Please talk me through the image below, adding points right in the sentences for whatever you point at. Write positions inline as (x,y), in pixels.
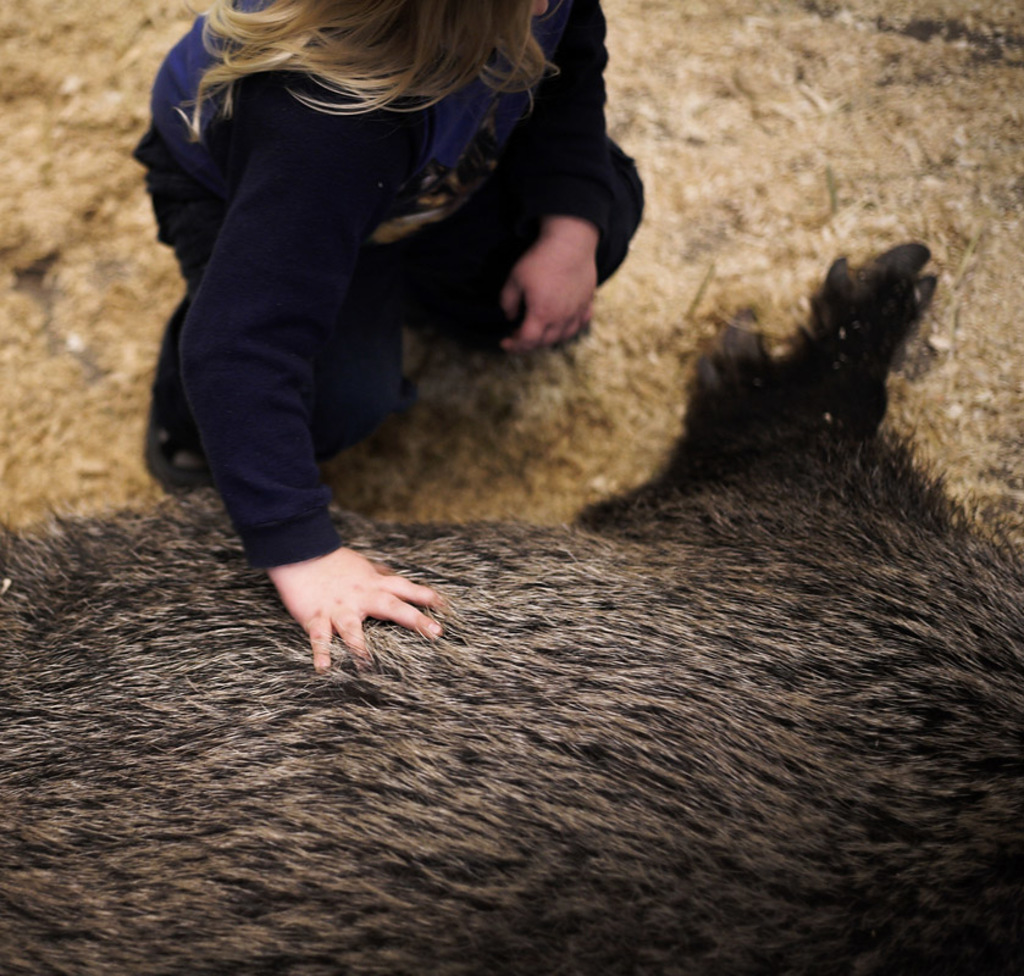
In this picture there is a person (296,354) sitting beside the animal (245,747) and touching. In the foreground (376,793) there is an animal (376,793) lying on the ground (616,493).
